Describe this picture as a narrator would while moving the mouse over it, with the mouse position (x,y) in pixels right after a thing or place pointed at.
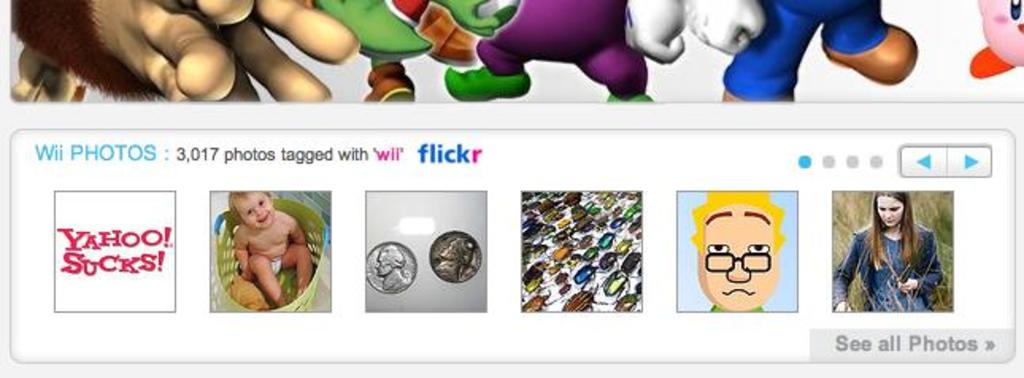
At the top of the image (213,35) there are few animated characters (736,72). At the bottom of the image (268,263) there are images of a lady (896,263), animated face (729,255) with spectacles (729,255), insects (585,236), coins (437,254) and a baby (242,238) in the basket (321,255). And also there is some text (97,246) on the image. And also there are buttons (860,341).
